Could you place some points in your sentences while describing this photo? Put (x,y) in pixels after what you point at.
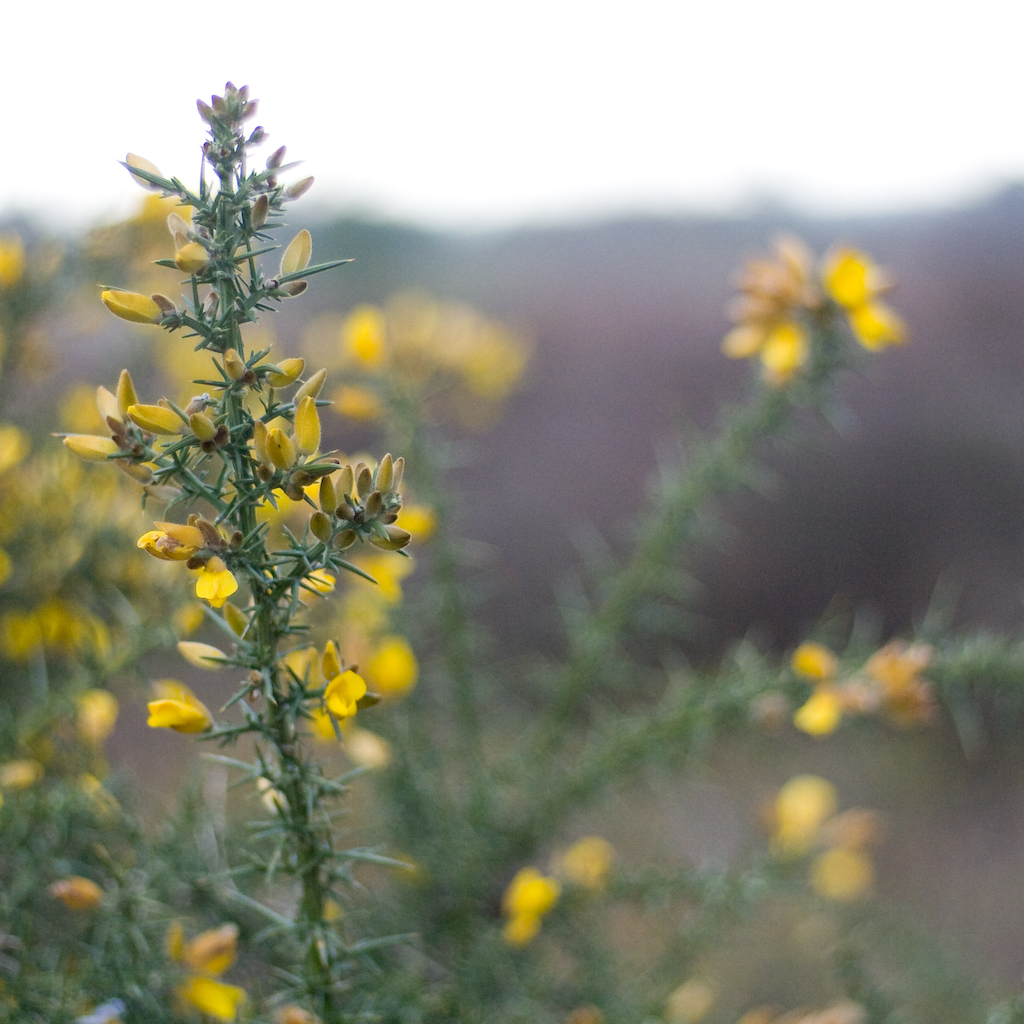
In this image, we can see plants (187,826) with flowers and buds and the background (742,597) is blurry. At the top (466,22), there is sky (425,65).
